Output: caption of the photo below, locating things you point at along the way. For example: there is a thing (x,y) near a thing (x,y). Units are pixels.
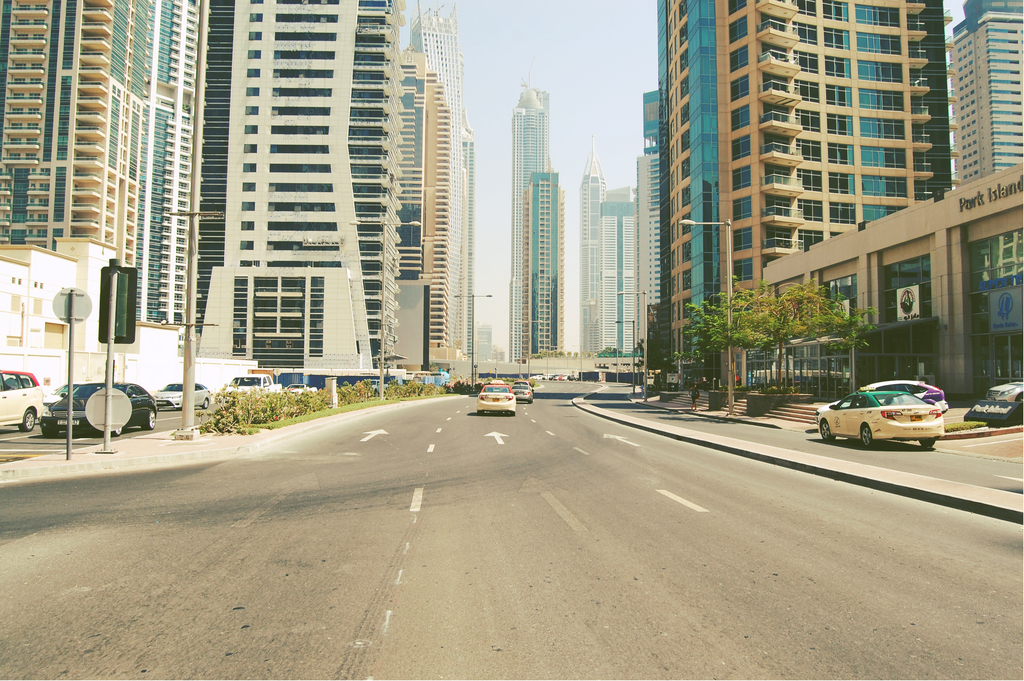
This picture shows buildings (58,10) and we see trees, Few pole lights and few sign boards (98,419) to the poles (110,412) and we see few cars (494,388) moving on the road (837,442) and few (912,439) are parked and we see plants (260,402) and a human (696,402) walking on the sidewalk (705,409) and a clear Sky (580,75).
